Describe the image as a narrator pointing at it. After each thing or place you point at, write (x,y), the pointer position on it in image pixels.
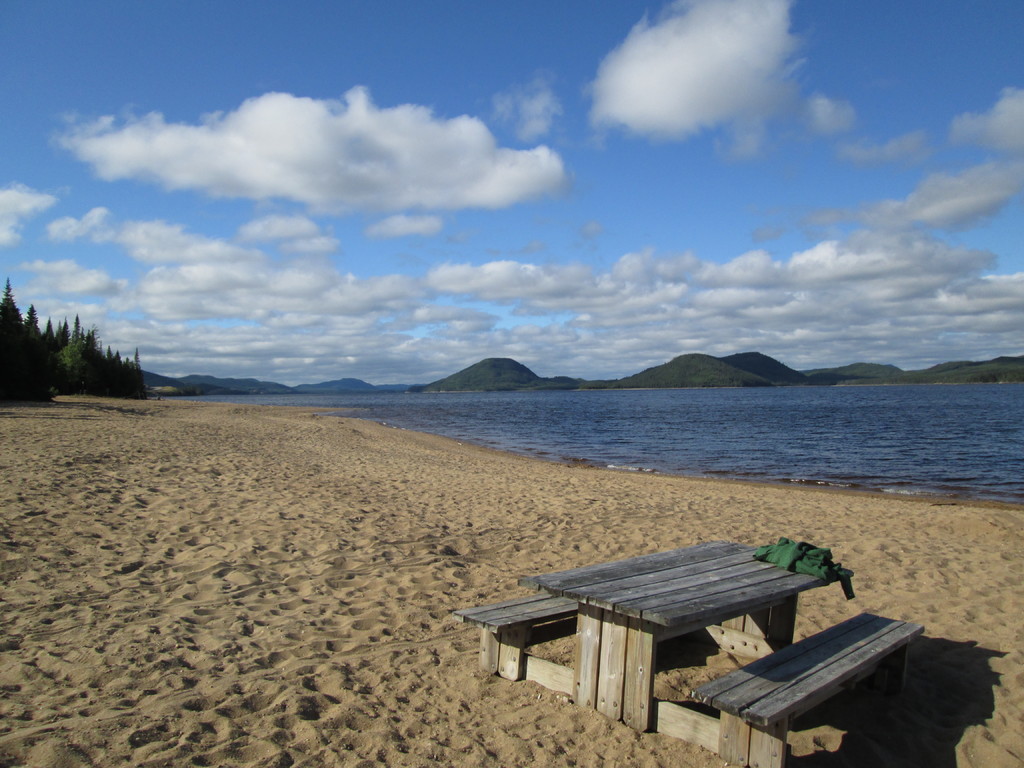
This is a bench (765,674) and there is a cloth (834,581). Here we can see trees (135,364). This water (799,466) and there is a mountain (716,363). In the background (754,240) there is sky (757,253) with clouds (764,273).
